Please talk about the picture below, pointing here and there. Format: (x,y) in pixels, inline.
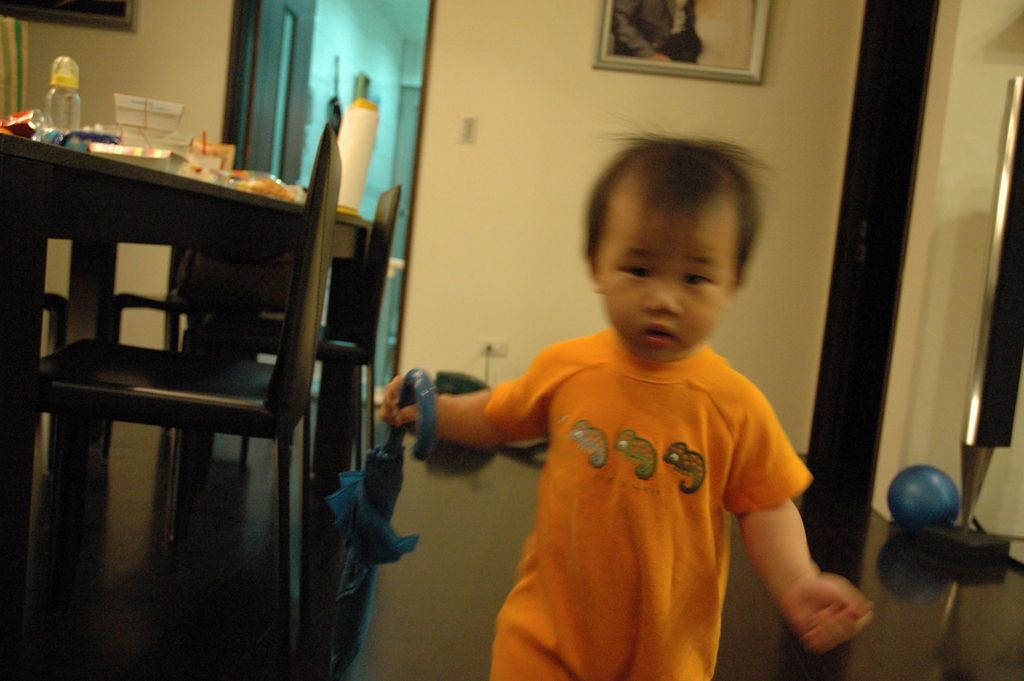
In this image, there is kid (694,237) wearing clothes (588,503) and holding an umbrella (413,392) with his hand (390,407). There is a table (123,204) and chairs (276,373) on the left of the image (309,349). This table (51,183) contains bottle (56,125) and boxes (167,150). There is a door (251,119) which is attached to the wall (487,70).
